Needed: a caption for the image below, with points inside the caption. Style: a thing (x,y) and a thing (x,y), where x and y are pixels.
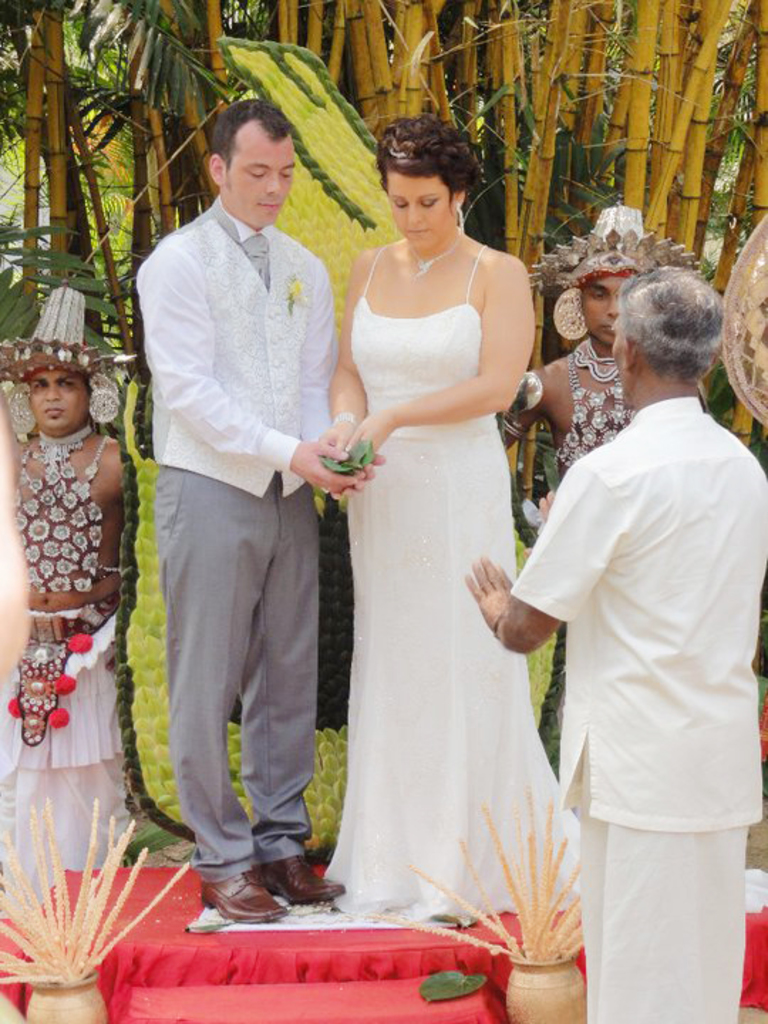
In this picture we can observe a couple (221,586) standing. Both of them are wearing white color dresses (415,537). There are some people (2,560) standing in this picture. We can observe cream color pots (535,989) on either sides of this picture. In the background (59,135) there are trees (482,85). We can observe a red color carpet (222,972).
